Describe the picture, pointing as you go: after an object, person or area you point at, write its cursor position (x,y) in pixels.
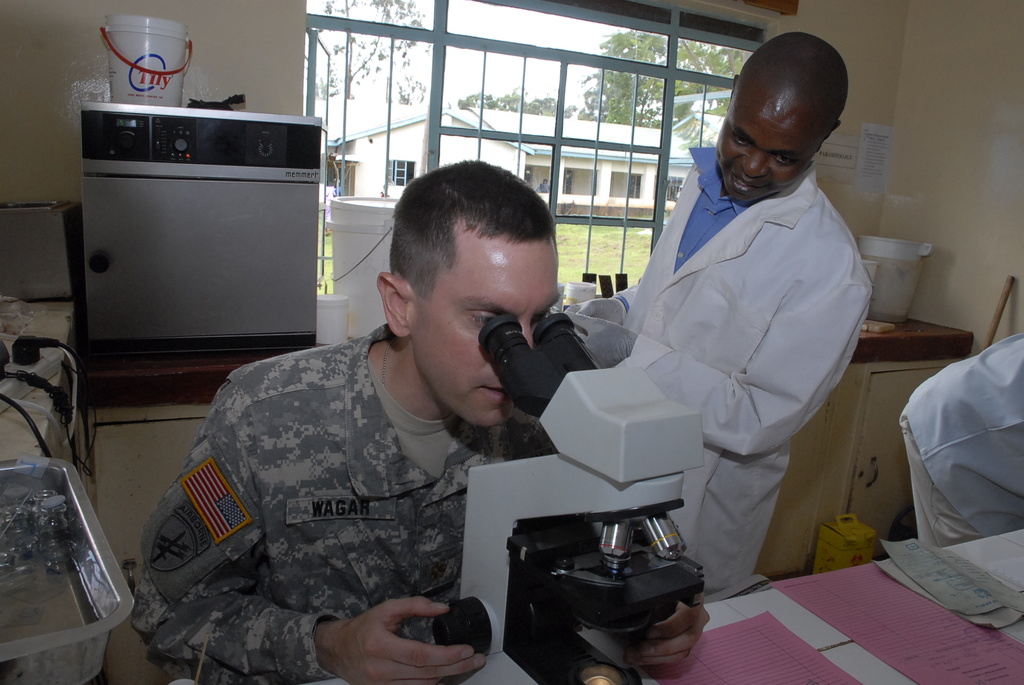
In the picture I can see a man (317,465) wearing an army dress (347,482) and looks like he is inspecting a sample piece (619,571) in the microscope (614,515). I can see the papers (861,572) on the table (861,676) which is on the bottom right side of the picture (915,610). I can see another man (833,232) on the right side (788,288) is wearing a white coat (846,315) and there are gloves (601,317) in his hands (601,317). I can see a stainless steel bowl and cables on the table (77,535) on the left side (27,420). I can see a plastic bucket (147,88) on the oven (191,175) which is on the top left side of the picture (194,164). In the background (680,135), I can see the metal grill fence (559,140), house (611,155) and trees (717,55).
